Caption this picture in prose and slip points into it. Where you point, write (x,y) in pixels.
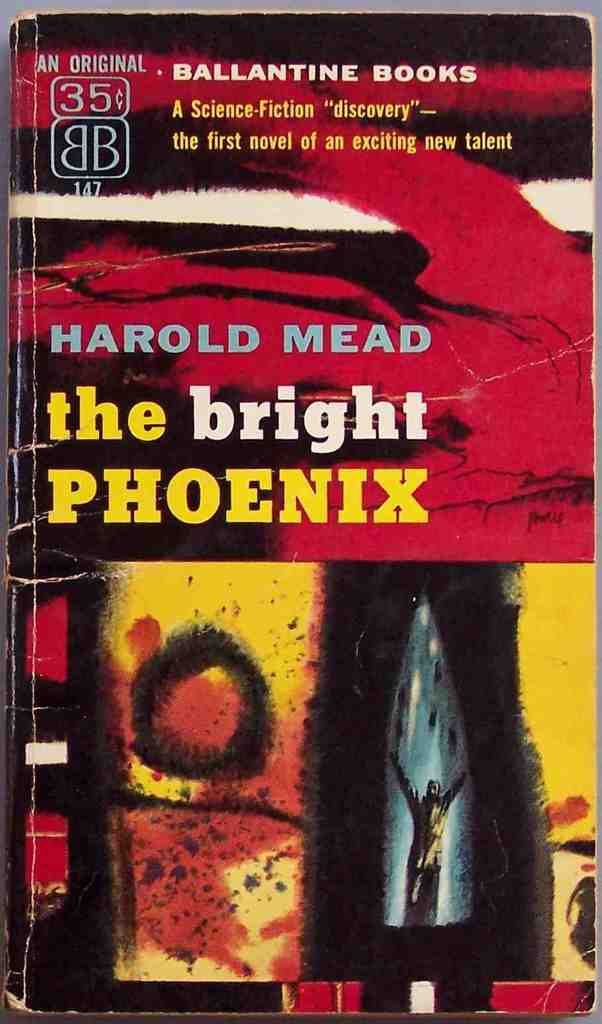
In this image I can see a book cover page (366,726). Something is written on the book cover page (274,295).
